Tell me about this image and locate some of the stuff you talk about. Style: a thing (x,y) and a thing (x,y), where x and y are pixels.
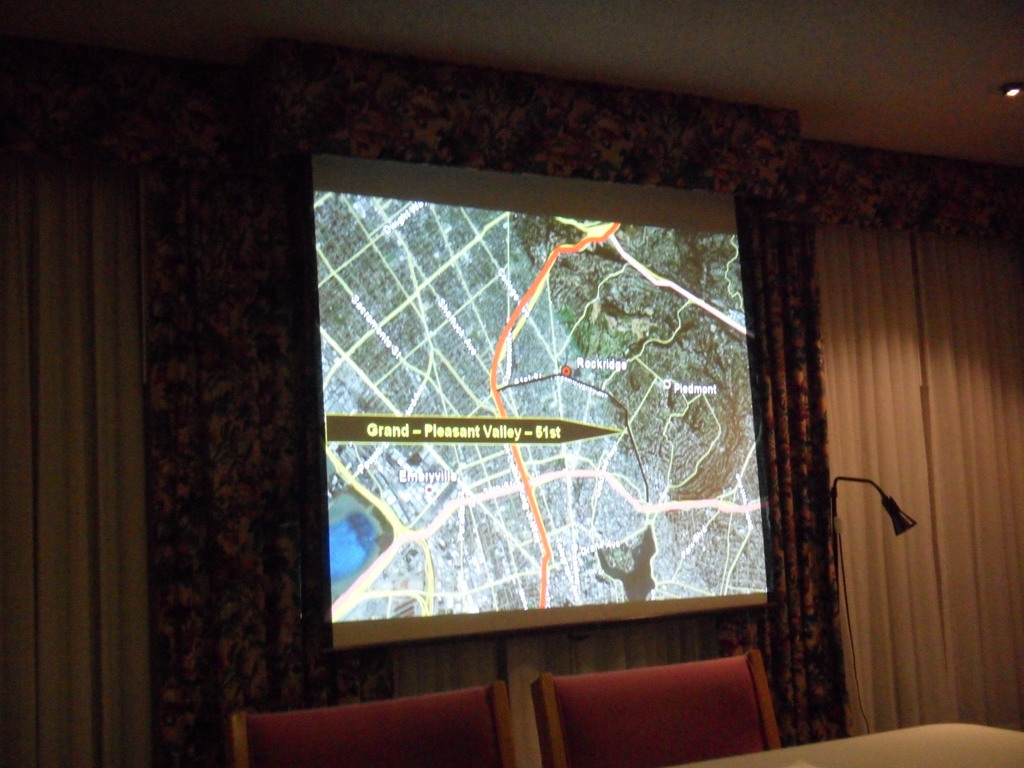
In this image we can see display screen (456,368), curtains (226,367) to the walls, chairs (697,685), table lamp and a table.
